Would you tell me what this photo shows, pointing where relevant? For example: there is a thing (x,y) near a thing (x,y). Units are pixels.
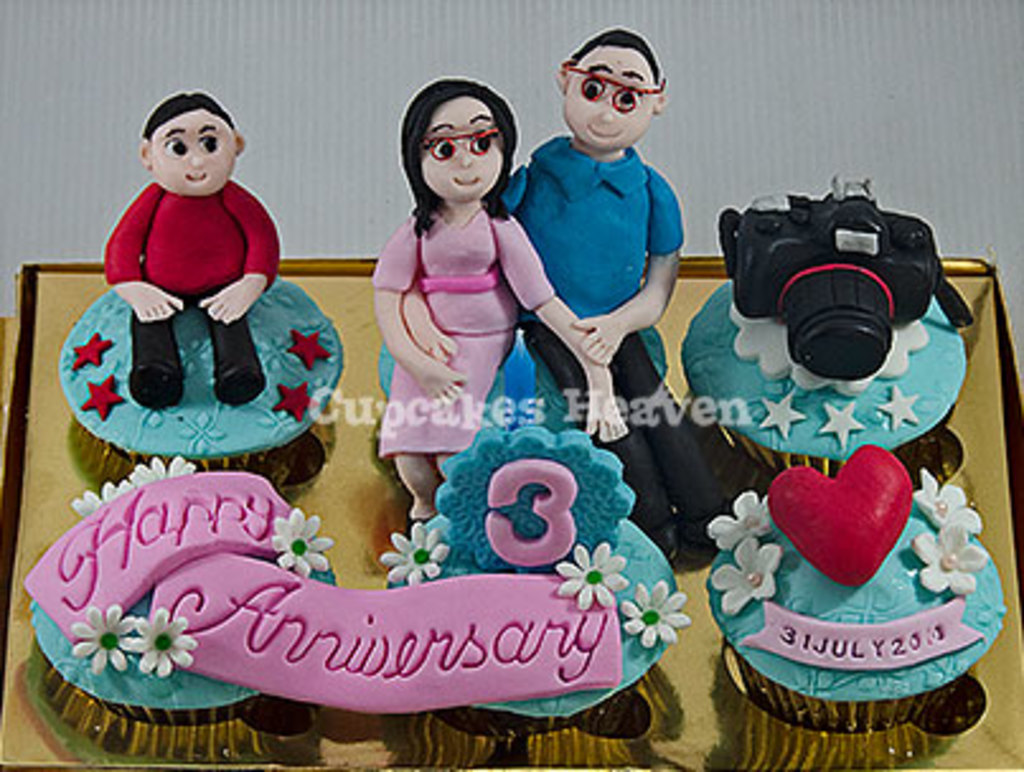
In this image there is a cake (714,386) with a few artificial flowers (740,572), a camera (907,252) and a few toys (199,187). In the background (104,159) it seems to be a cardboard box (832,157).
